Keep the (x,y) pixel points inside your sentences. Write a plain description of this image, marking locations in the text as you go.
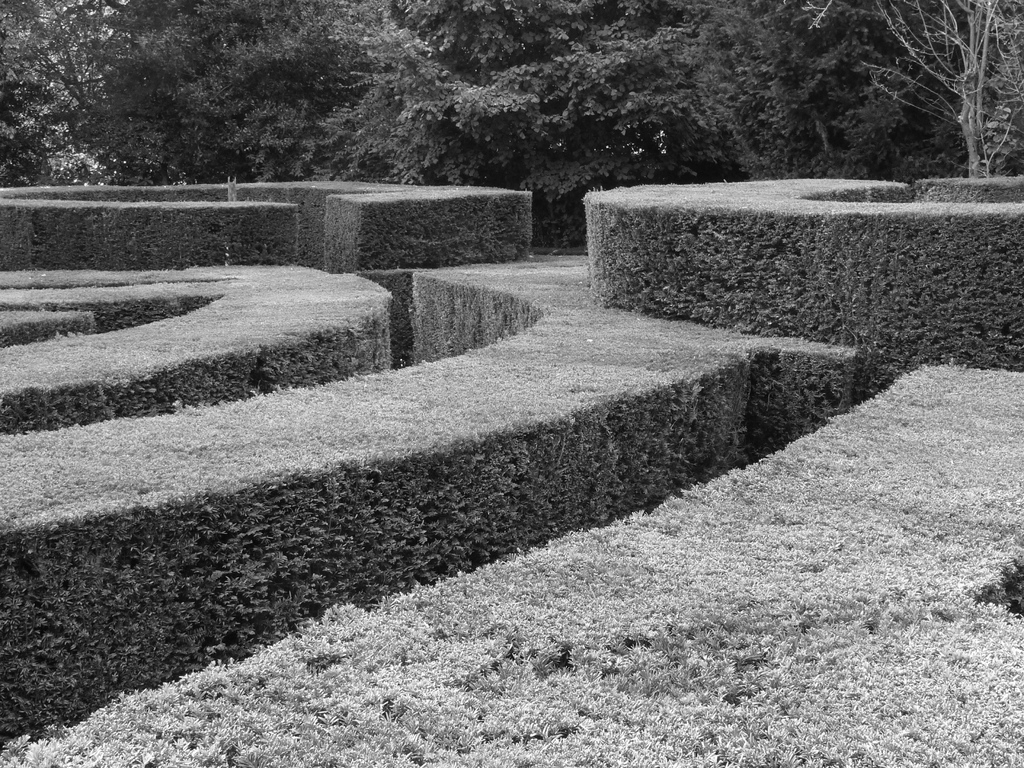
There is a garden (211,465) having plants (215,363) arranged on the ground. In the background (872,111), there are trees (231,42).
